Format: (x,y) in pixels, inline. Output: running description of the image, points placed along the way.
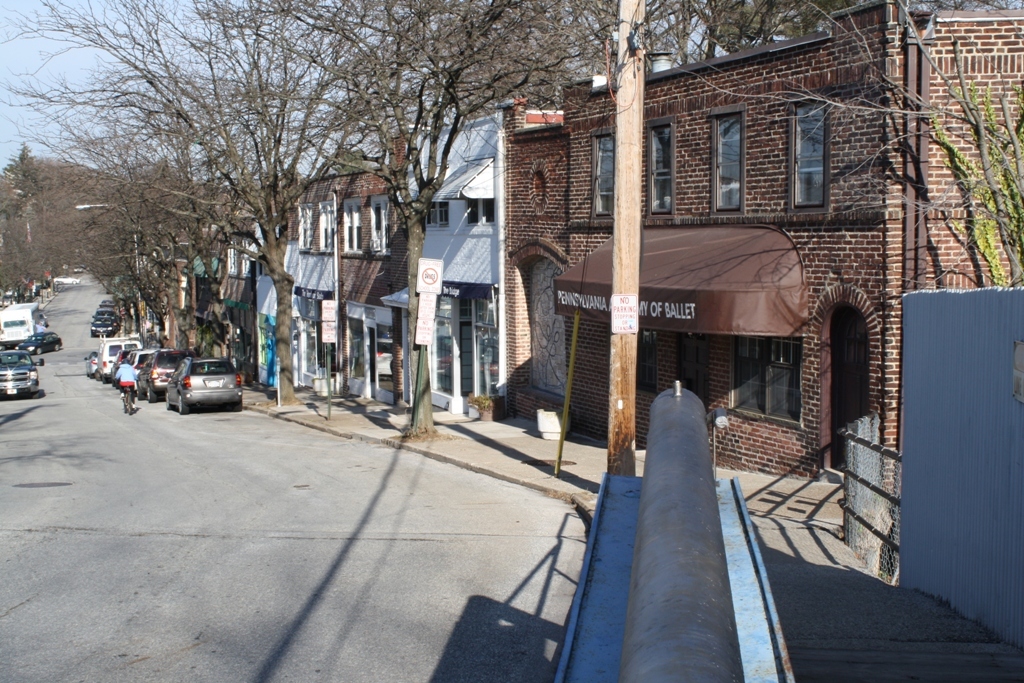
In the image in the center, we can see a few vehicles (6,308) on the road (144,410). And we can see one person (127,376) riding cycle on the road (158,409). In the background (248,29), we can see the sky (90,52), trees (420,154), buildings (485,143), windows (594,169), banners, poles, sign boards (625,305), fences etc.
